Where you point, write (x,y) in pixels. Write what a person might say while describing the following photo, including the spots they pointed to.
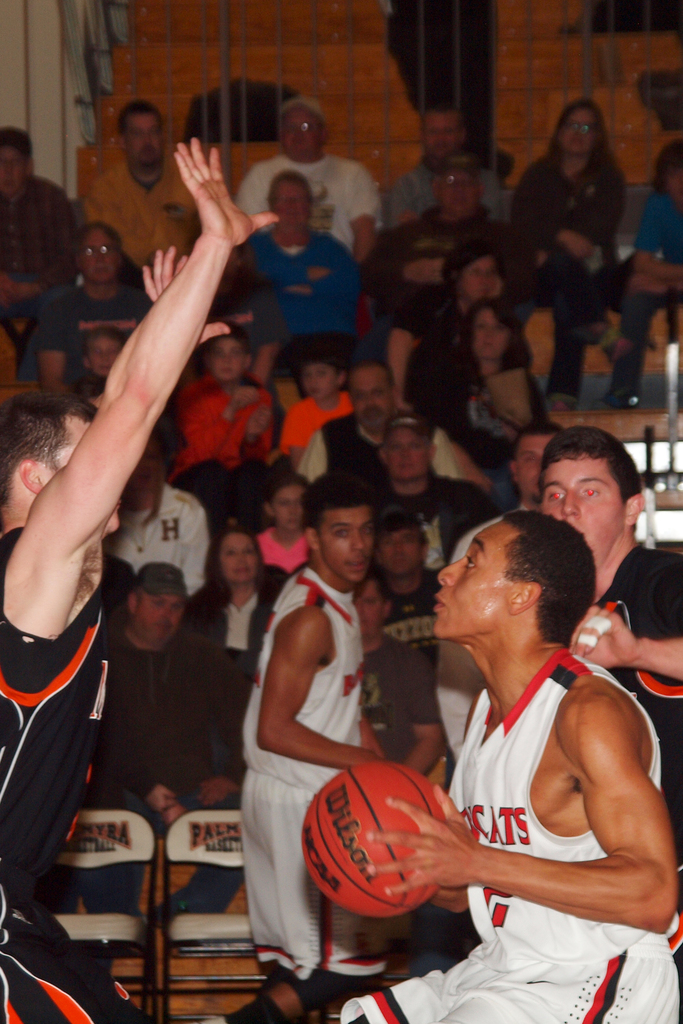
In this image there is a person (90,527) on the left corner (59,598). There are two people (681,592) on the right corner (532,802). There is a person (368,506) standing, there are chairs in the foreground (293,698). There are people (461,176) sitting, it looks like a metal fence (208,15) in the background (590,239).
